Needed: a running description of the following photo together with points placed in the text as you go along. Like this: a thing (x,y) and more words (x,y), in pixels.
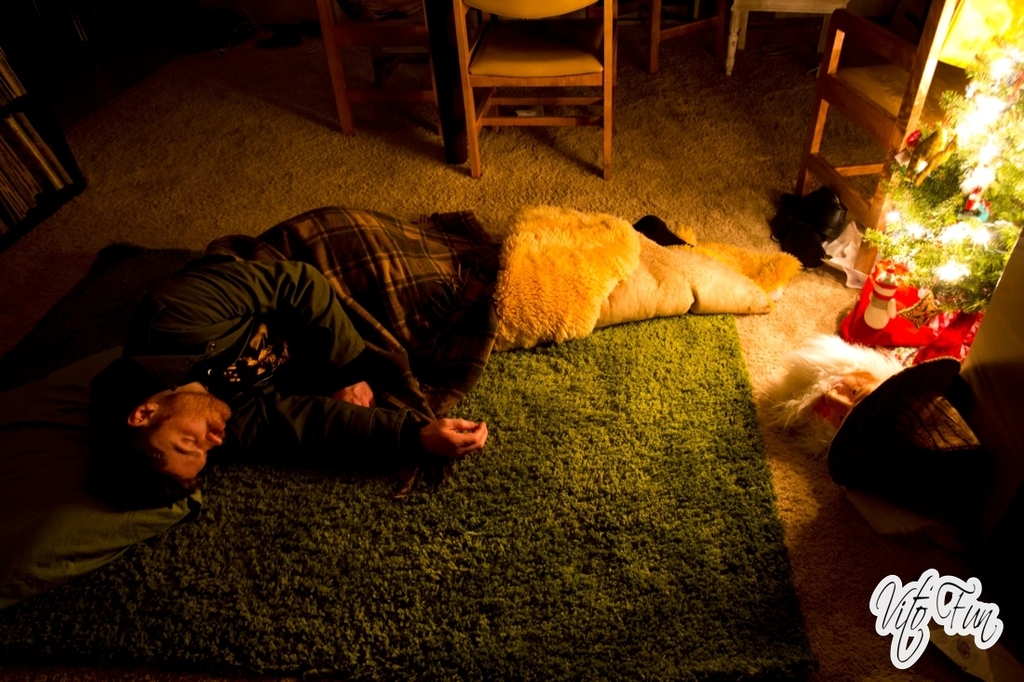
In this Picture we can a inside view of the living room (271,69) in which on the top corner (424,15) a dining table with chair (873,209) is placed. On the right side (987,82) a decorative Christmas tree (938,251) with lights (940,266). And in the center (631,444) green carpet (562,500) is placed on the flooring (632,121) and a man (185,336) is sleeping covering his body (167,357) with blanket (389,302).
